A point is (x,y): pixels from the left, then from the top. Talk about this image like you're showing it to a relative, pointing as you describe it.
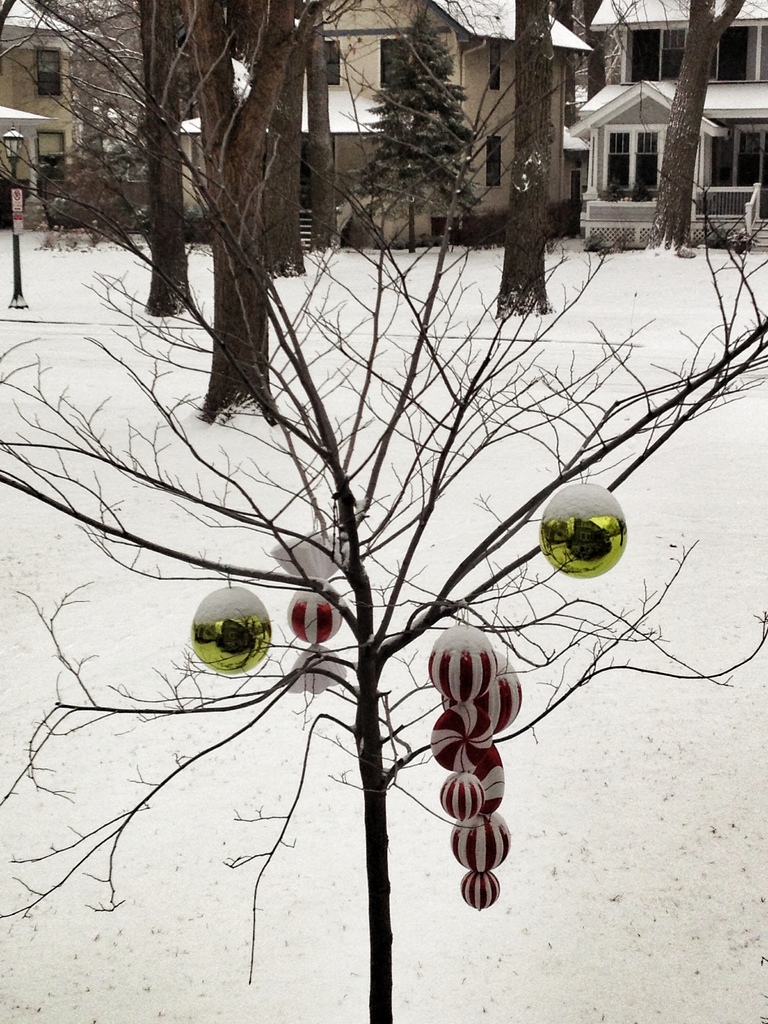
In this image I can see ground (424,431) full of snow (107,405), number of trees (262,30), buildings (358,161) and here I can see few decorations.
